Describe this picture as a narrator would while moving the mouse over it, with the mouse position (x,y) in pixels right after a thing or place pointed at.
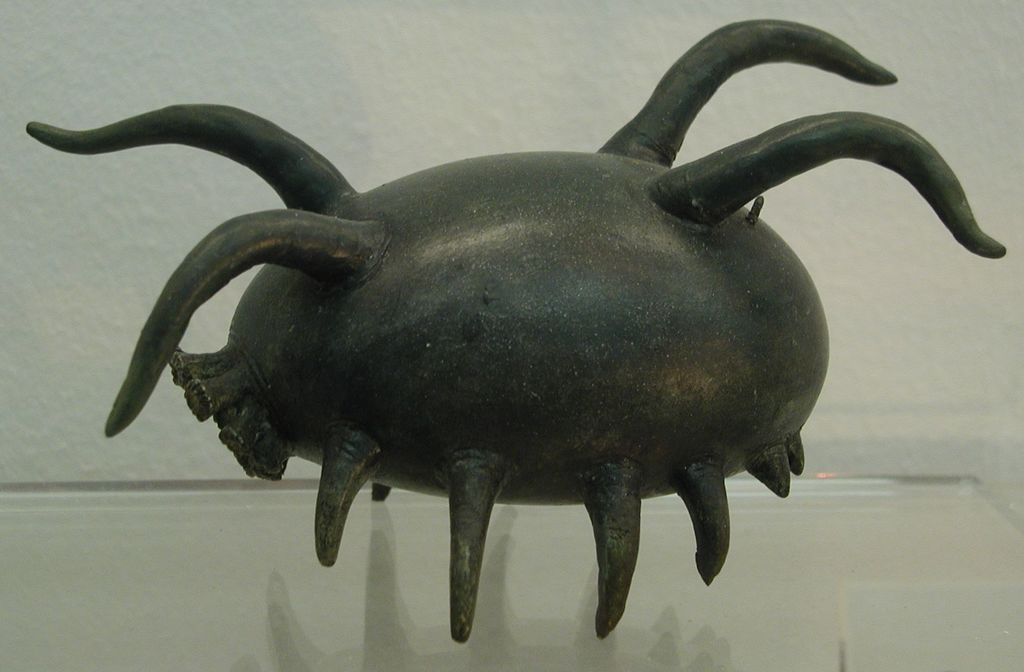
In this picture there is a metal sculpture (641,217). At the bottom (425,545) there is a glass (889,548). At the back (60,254) there is a wall (332,107).
